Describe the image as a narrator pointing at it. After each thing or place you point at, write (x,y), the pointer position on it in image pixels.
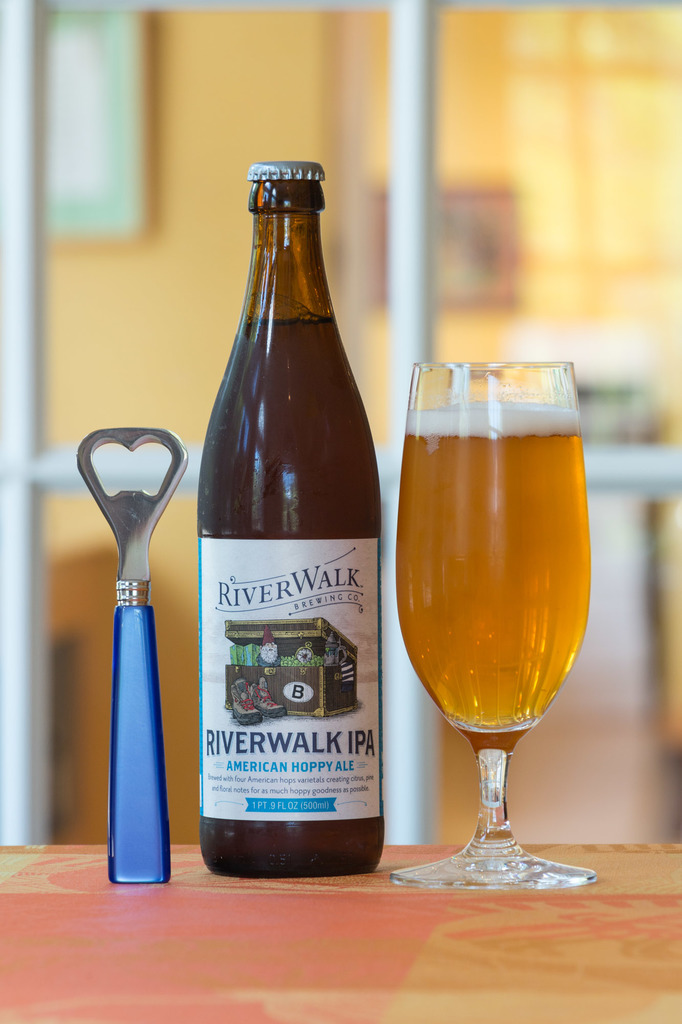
In this image, we can see a table (417,962) contains opener (128,614), bottle (303,517) and glass (483,533). In the background (583,740), image is blurred.
